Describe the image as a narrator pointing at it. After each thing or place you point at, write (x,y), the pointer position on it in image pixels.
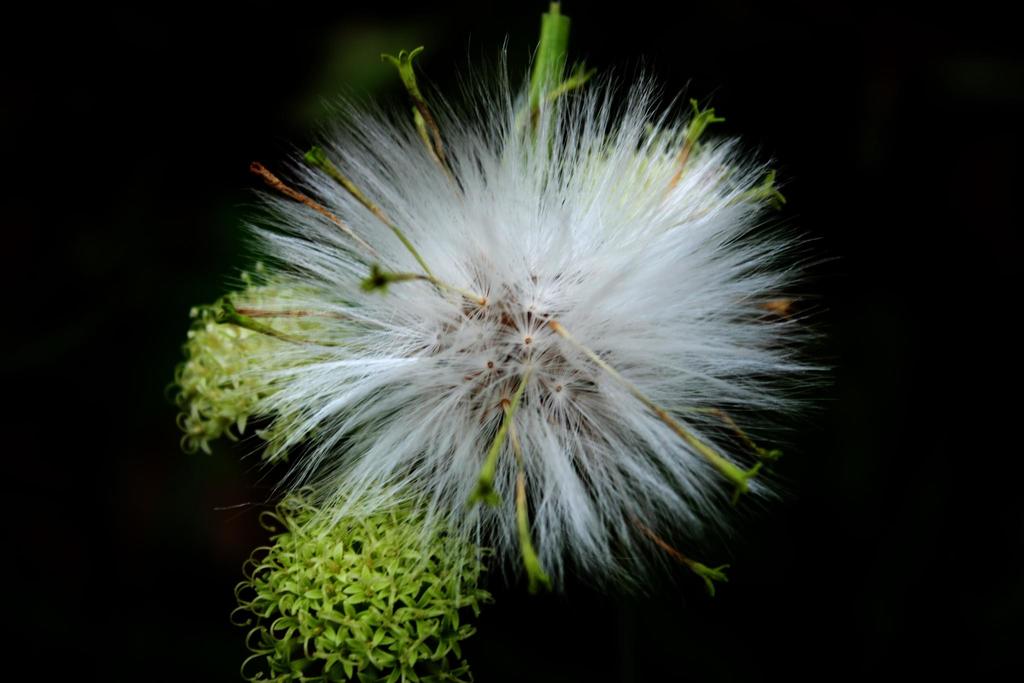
In the center of the image (342,445) we can see the dandelion (551,339) and green colored flowers (324,560). And we can see the dark background (54,206).
